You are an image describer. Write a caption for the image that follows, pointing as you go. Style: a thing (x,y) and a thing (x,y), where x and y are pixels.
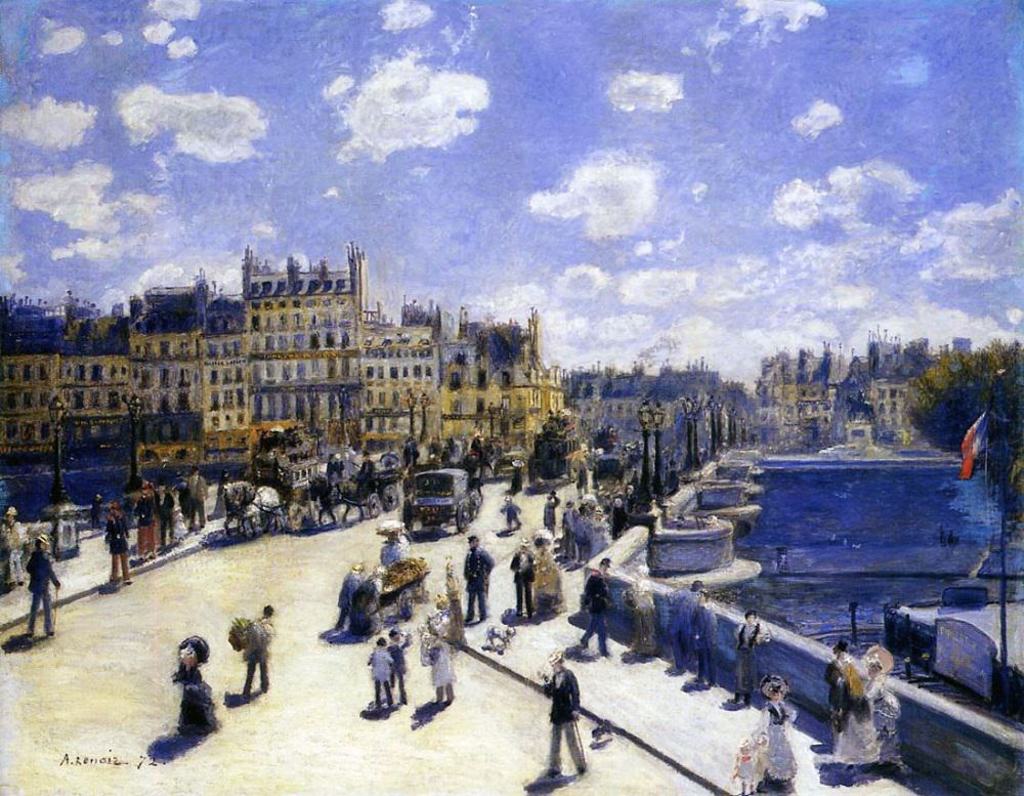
This image is a painting. In this image we can see vehicles (381,483) and persons (506,514) in the center of the image (571,460). On the right side of the image (784,618) we can see water (955,515), flag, trees (939,442) and buildings (746,405). On the left side of the image (256,497) we can see persons (166,521), vehicles (261,480) and buildings (304,397). In the background (488,191) there are clouds (794,208) and sky (808,179).
